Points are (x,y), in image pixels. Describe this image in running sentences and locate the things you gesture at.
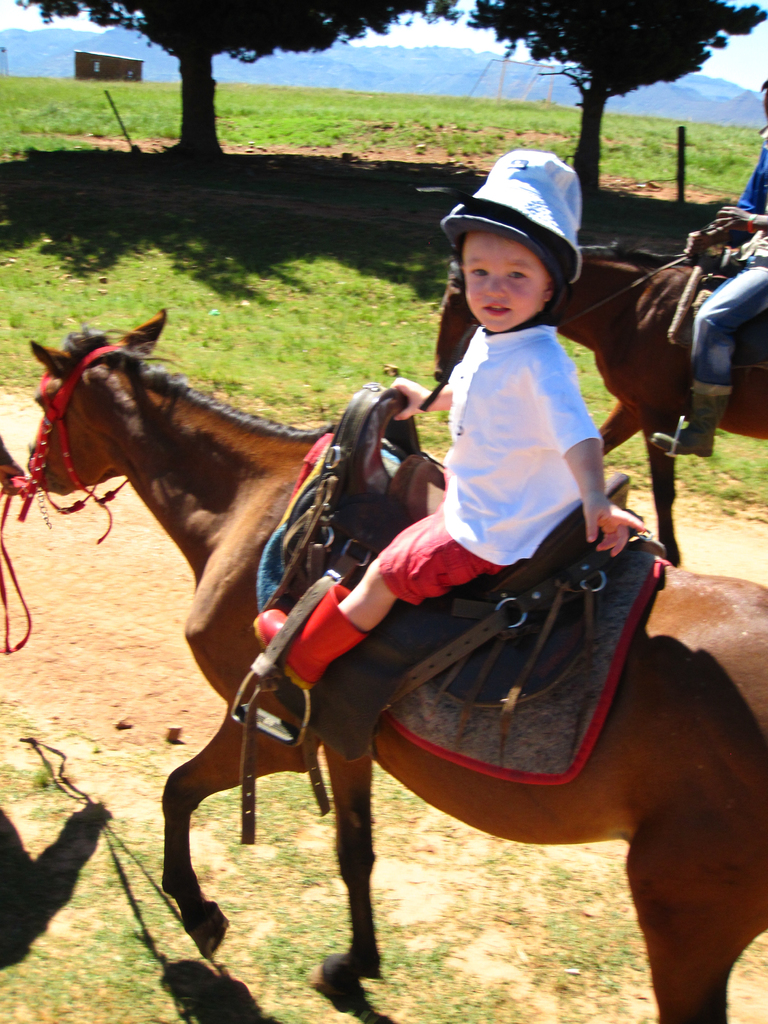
In the image we can see two persons (512,392) were sitting on the horses (660,325) and they were wearing hat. In the background (462,49) there is a sky (456,9), tree (695,35), grass (380,119) and hill (36,54).
